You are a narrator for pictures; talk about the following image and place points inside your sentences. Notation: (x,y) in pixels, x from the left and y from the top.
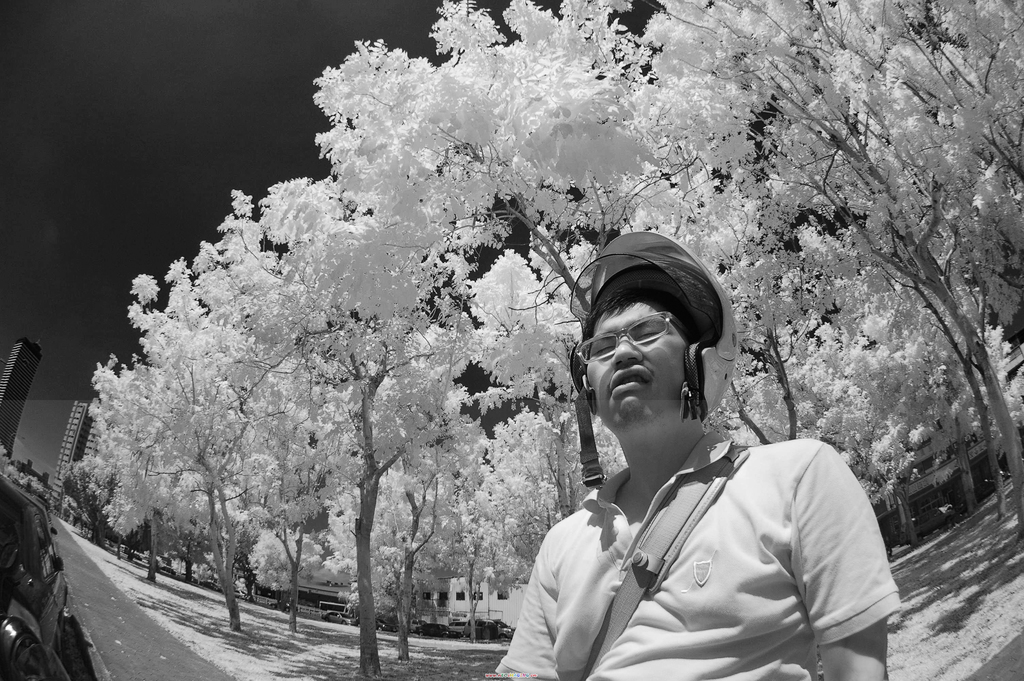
In this image we can see a man (714,459) is standing, he is wearing the helmet (581,323), at the back (427,315), here are the trees (371,338), here are the buildings (77,408), at above here is the sky (199,187).
